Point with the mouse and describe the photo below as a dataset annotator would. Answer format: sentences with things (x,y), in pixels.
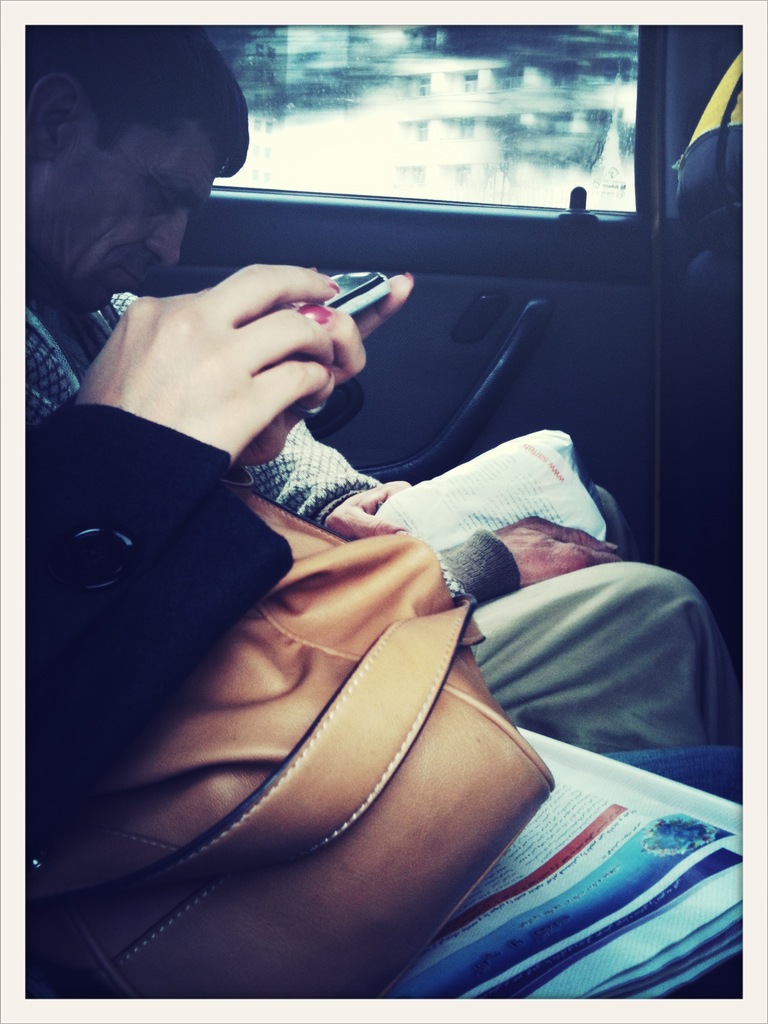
In this image we can see a group of people (562,684) sitting in a car (600,374). One woman (246,402) is holding a mobile (364,288) with her hands (192,392). One person (543,517) is holding a paper (530,494) in his hands (529,576). In the background (421,112), we can see buildings (447,112) through the window (377,121).
